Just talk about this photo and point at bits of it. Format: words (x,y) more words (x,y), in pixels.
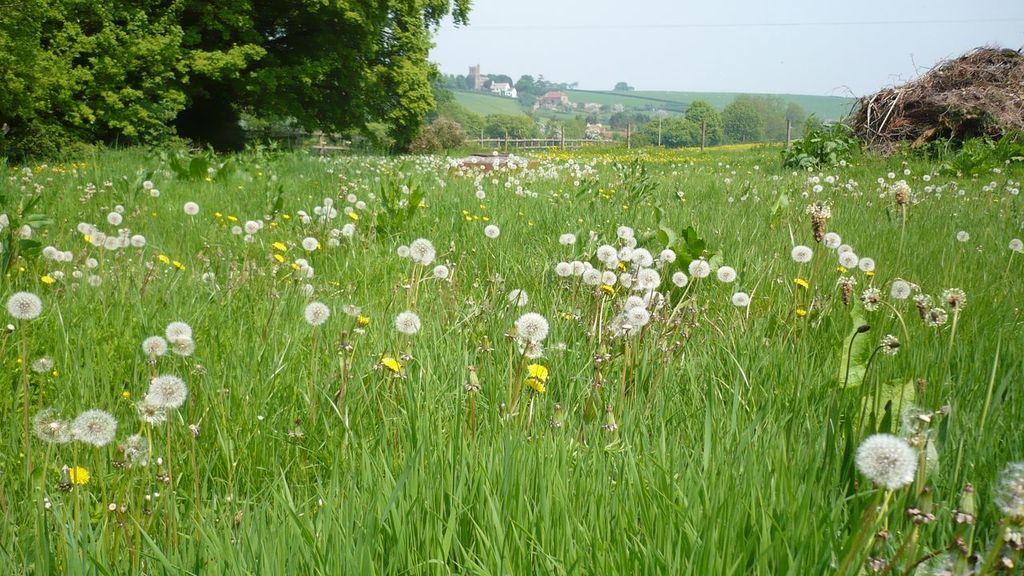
In this image we can see flowers (738,295), plants (441,335), trees (362,62), fencing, hill (479,110), buildings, houses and sky (711,82).
